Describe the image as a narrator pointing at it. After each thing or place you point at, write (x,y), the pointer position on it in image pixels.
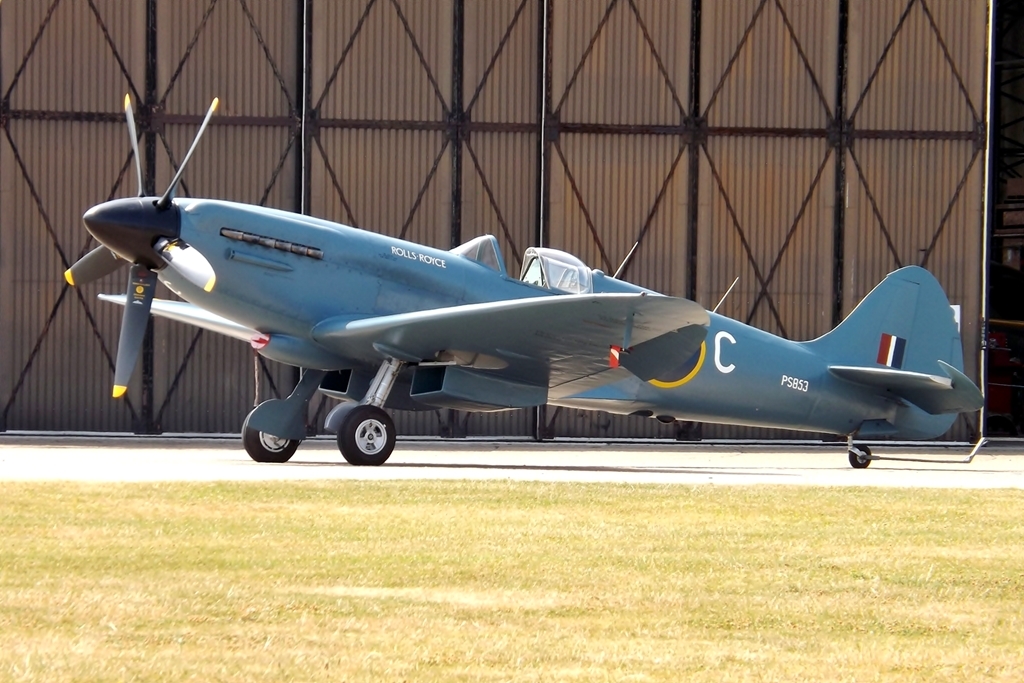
In this image we can see an airplane (637,382) on the road (519,455). Here we can see grass (483,518). In the background (54,136) we can see wall (199,107), poles (990,2), and rods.
